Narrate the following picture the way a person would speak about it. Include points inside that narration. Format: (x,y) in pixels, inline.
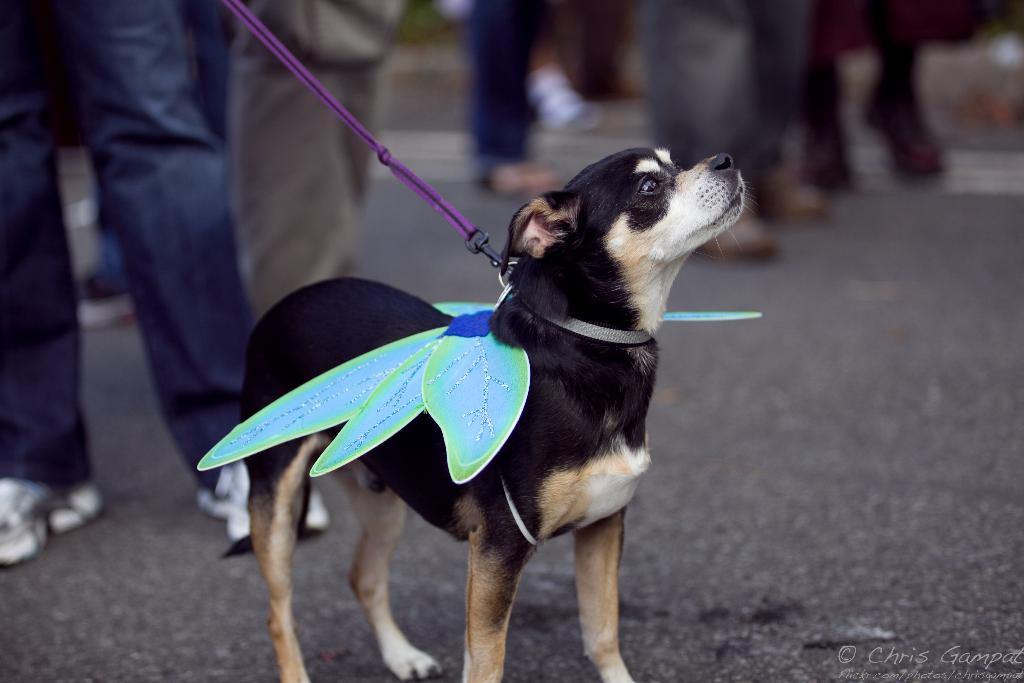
In the image we can see there is a dog (592,395) standing on the road (548,551) and wearing wings (434,381). A person (68,292) is holding the rope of the dog's neck (564,259) and behind the image is little blurry.
